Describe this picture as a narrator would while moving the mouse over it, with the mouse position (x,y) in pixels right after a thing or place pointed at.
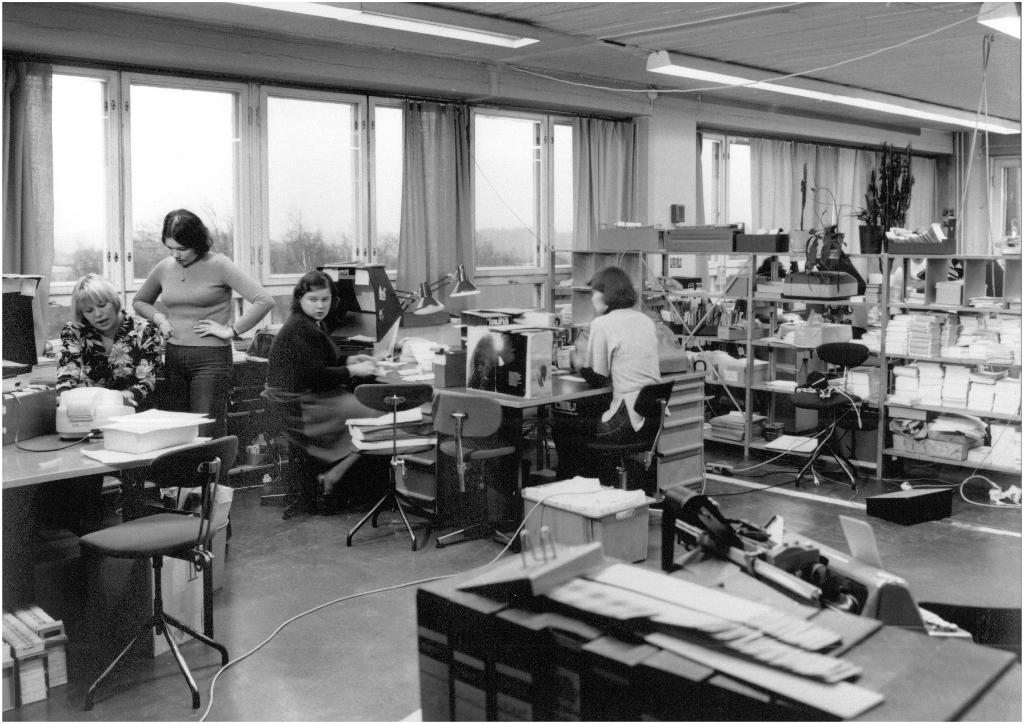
In this black and white image, we can see some chairs (466,427). There are three persons (601,364) sitting in front of tables (511,402). There are windows (362,161) in the middle of the image (528,243) contains curtains (815,216). There are lights (735,80) at the top of the image (779,83). There is a rack (966,272) on the right side of the image (988,316) contains some objects (928,344). There are boxes (630,707) at the bottom of the image (571,707).
